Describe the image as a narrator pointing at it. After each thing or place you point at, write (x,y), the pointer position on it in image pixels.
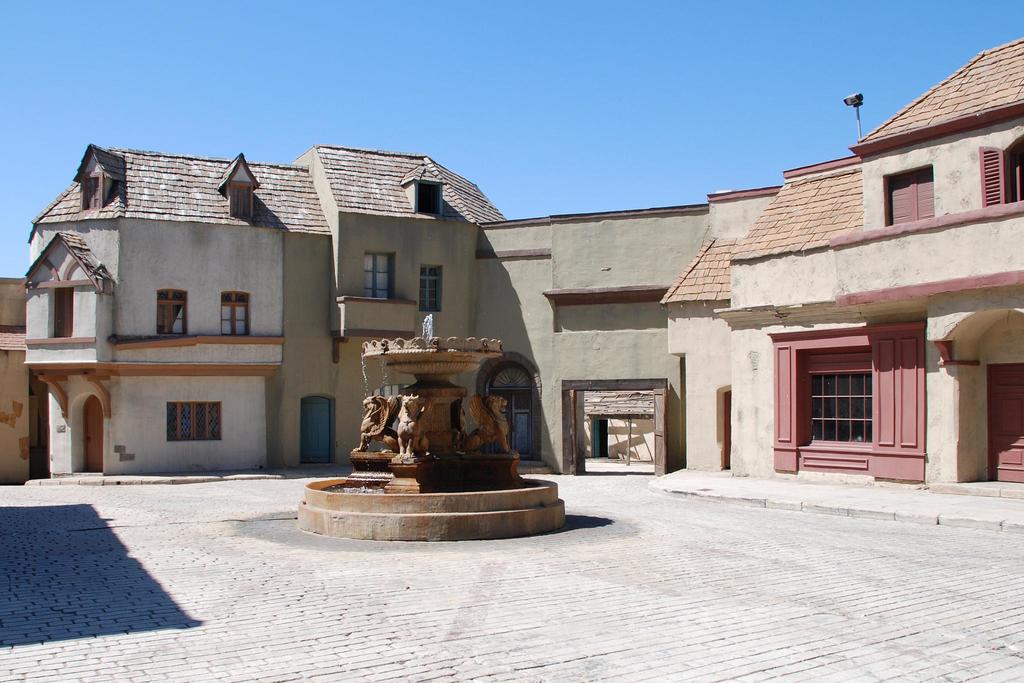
In the background (648,91) we can see the sky (553,95) and it seems like a sunny day. In this picture we can see the buildings (468,268), windows (64,327) and the doors (90,426). On the top of a building (902,237) we can see an object (843,100). In the middle portion of the picture (426,430) we can see the water fountain (465,370) and the sculptures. At the bottom portion of the picture (649,602) we can see the pathway (318,607).
